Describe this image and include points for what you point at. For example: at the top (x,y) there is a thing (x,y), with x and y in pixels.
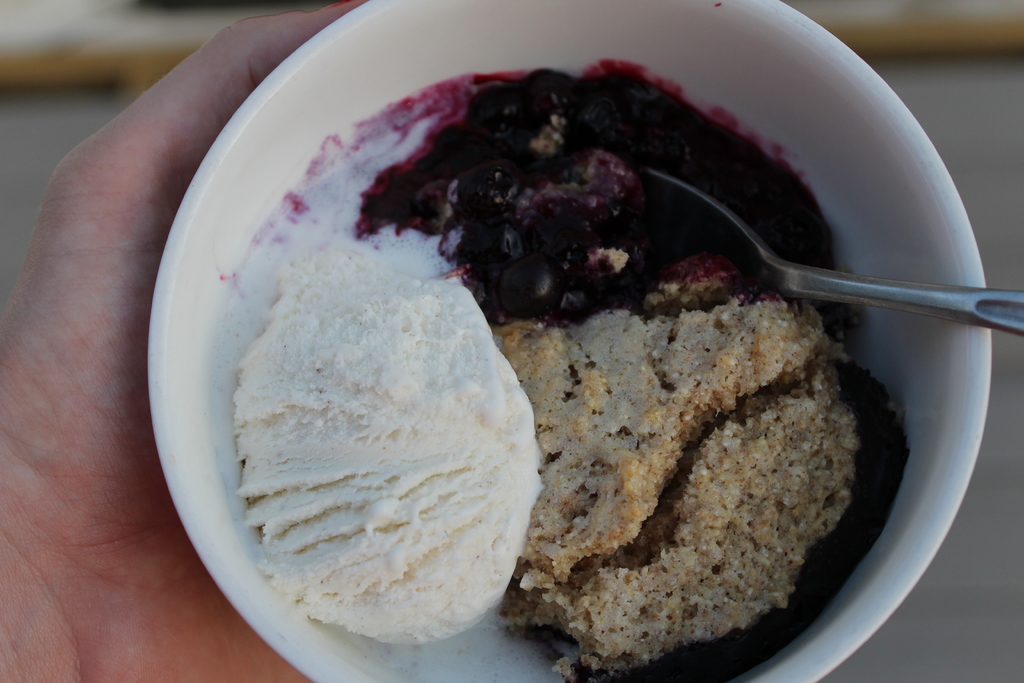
The picture consists of a person's hand (127,432), holding a bowl (818,152). In the bowl (183,455) there are food item (585,317) and spoon (917,289). The background (978,42) is blurred.
